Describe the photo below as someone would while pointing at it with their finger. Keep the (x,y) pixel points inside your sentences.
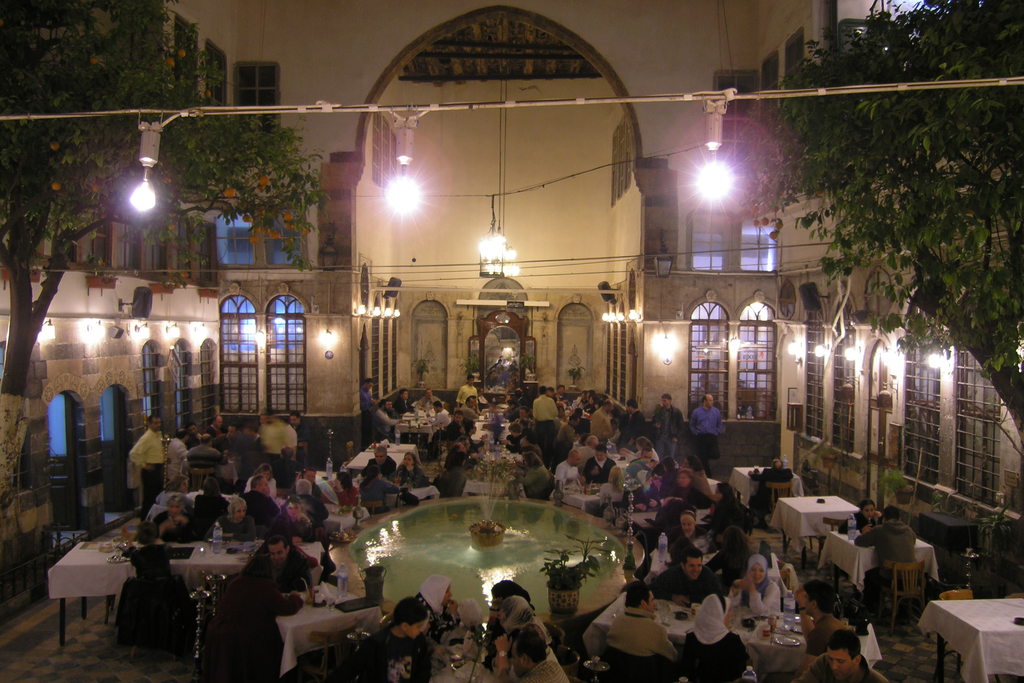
In the picture we can see inside the building (48,346) with people (729,547) sitting on the chairs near the tables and having their meals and in the middle of them we can see a fountain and on the either sides we can see walls (659,181) with windows (391,146) and glasses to it and two trees (117,172) on either sides and three lights (146,171) to the wire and in the background (654,165) we can see building entrance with door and to the ceiling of it we can see some lights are hanged.
